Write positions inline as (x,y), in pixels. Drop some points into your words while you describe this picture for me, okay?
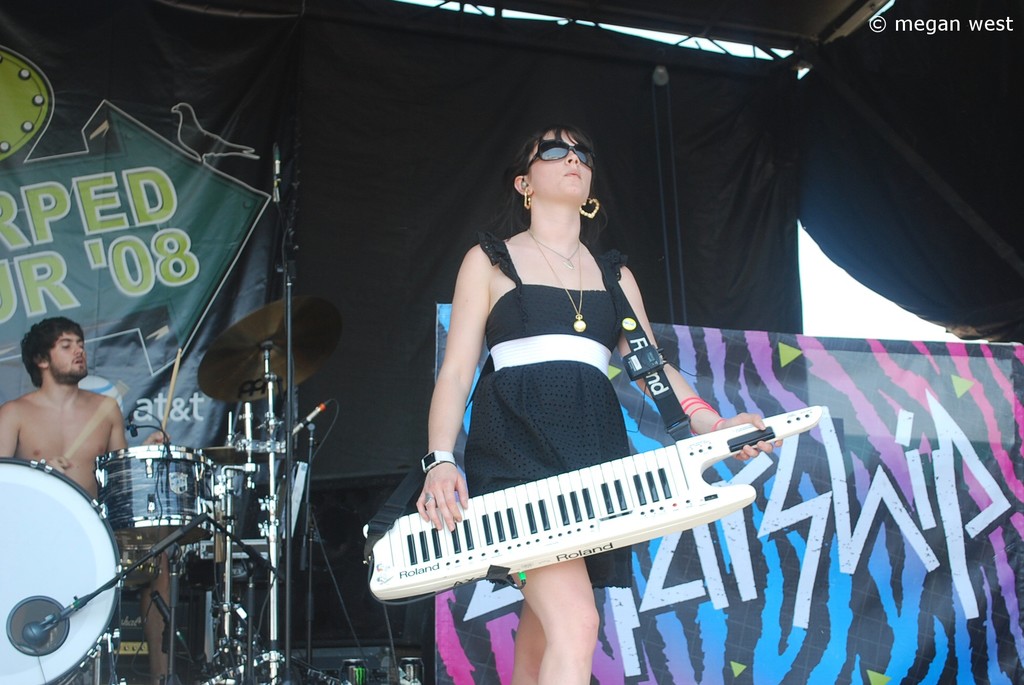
In this image I can see a woman (518,312) wearing black and white dress (535,316) is holding a musical instrument (544,503) in her hand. In the background (61,444) I can see a person (99,432) sitting in front of musical instruments (198,462), a banner (796,504), a tent (726,242) which is black in color and the sky (808,255).
